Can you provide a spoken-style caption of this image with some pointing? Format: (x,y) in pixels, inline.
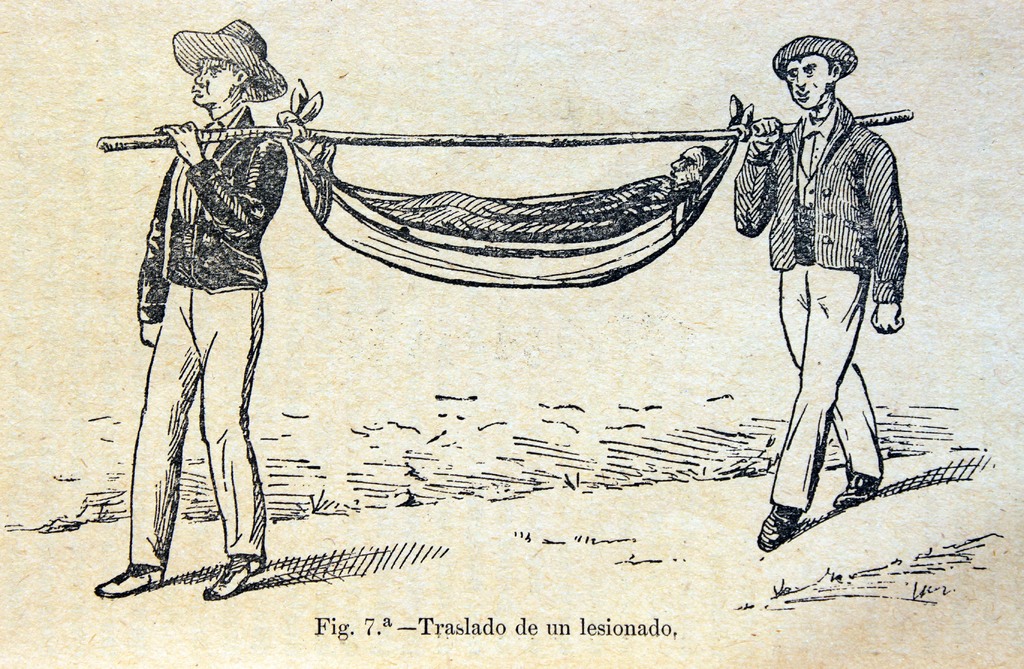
It's an art in this two men (846,237) are walking and carrying a person (395,205) to a stick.
